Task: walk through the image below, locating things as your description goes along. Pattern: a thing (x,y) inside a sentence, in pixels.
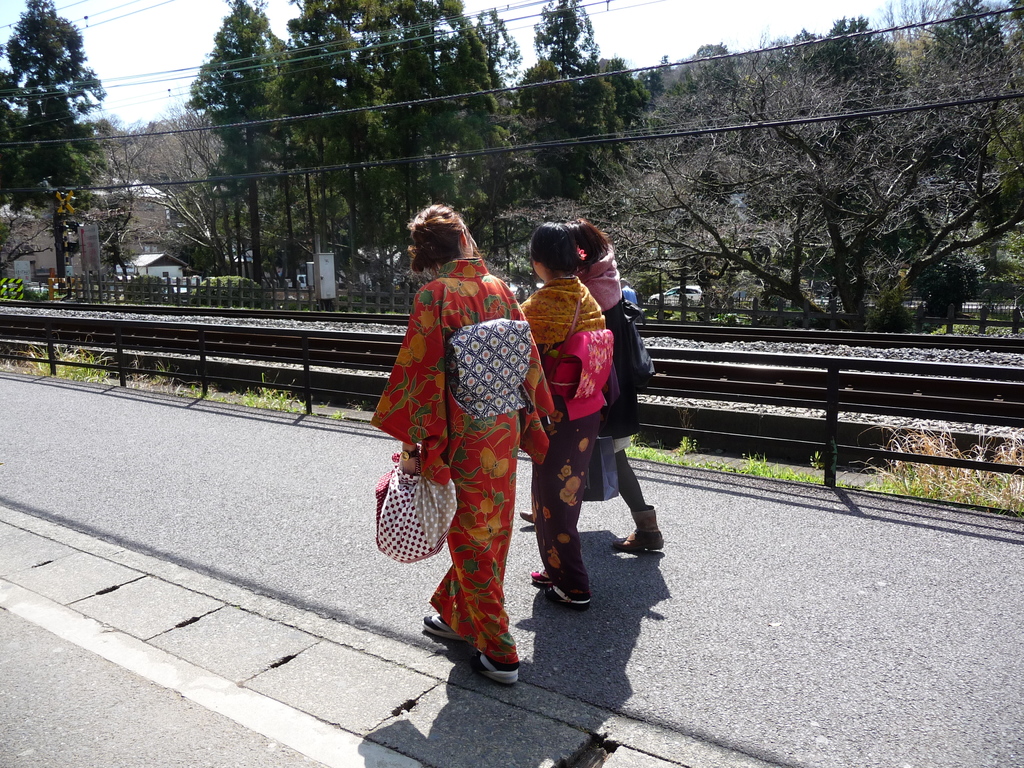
In this image we can see people (471,495) walking. At the bottom of the image (390,629) there is road (570,666). In the background of the image (509,240) there are trees (255,146). There are railway tracks (680,366).
